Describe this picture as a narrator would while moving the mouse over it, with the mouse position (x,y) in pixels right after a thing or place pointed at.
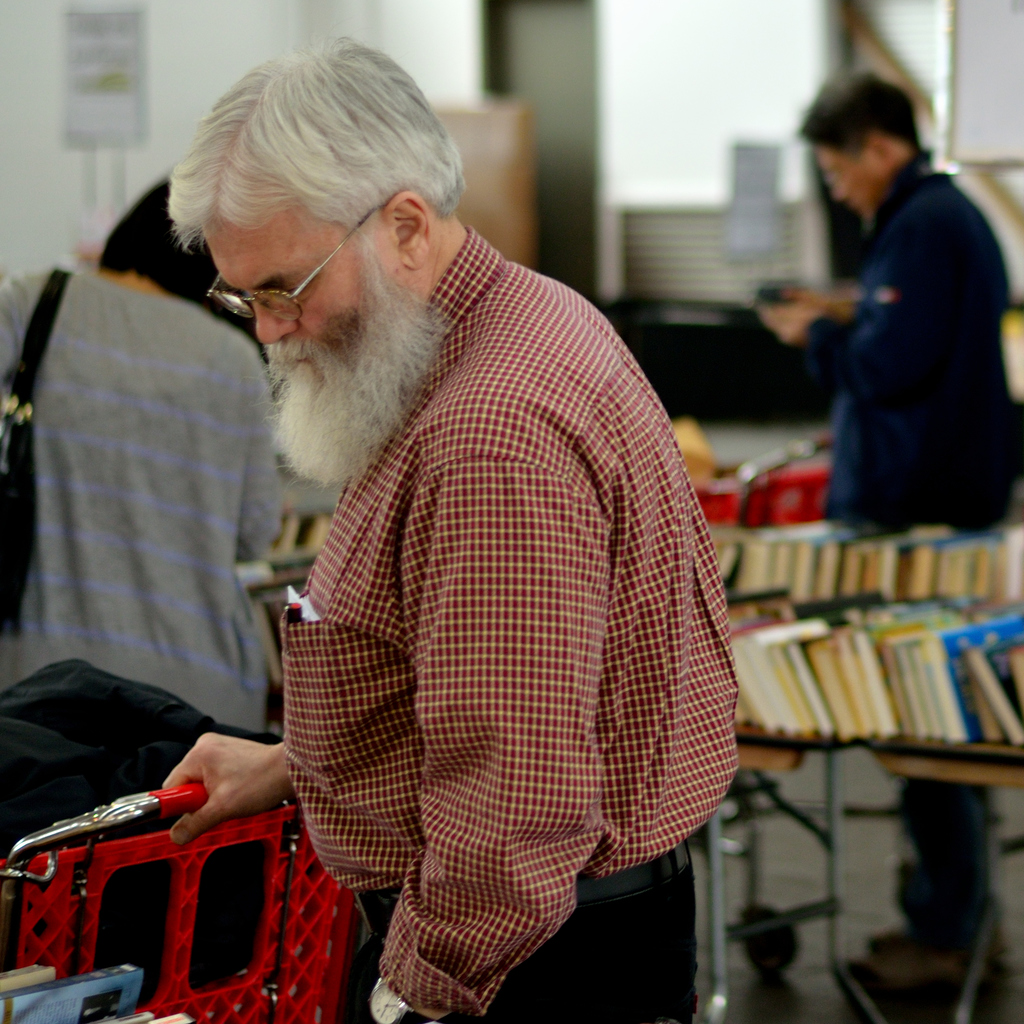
In the foreground of this image (526,742), there is a man (556,855) standing and holding a red cart (161,843). In the background (137,517), there is a woman (82,493) standing and wearing a bag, a man (924,400) standing in front of a red cart (728,511), a wall (231,25) and a window (695,83).
